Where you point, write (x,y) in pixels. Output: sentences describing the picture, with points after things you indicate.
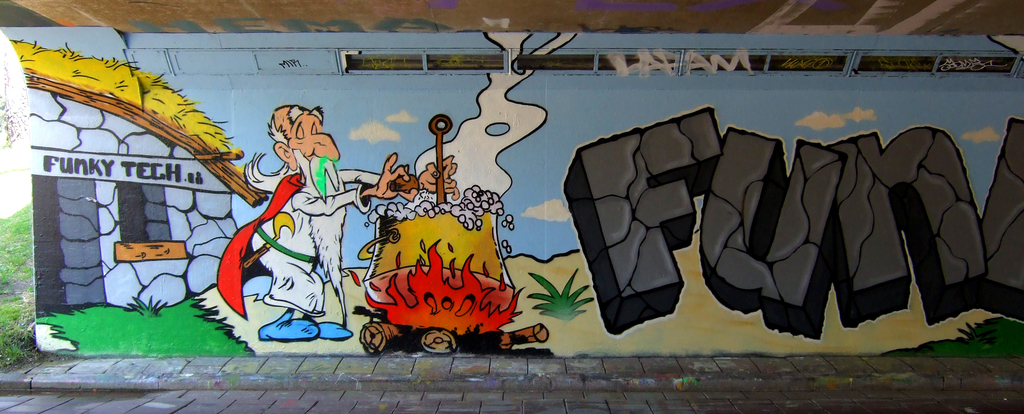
In this image there is a wall (354,321). There are paintings (421,230) and text (729,214) on the wall (724,212). To the right (787,233) there is text (753,193) on the wall (753,193). To the left (284,262) there is picture (270,234) of a person (300,214) and he is cooking. To the left (6,295) there's grass (13,251) on the ground (22,266).
